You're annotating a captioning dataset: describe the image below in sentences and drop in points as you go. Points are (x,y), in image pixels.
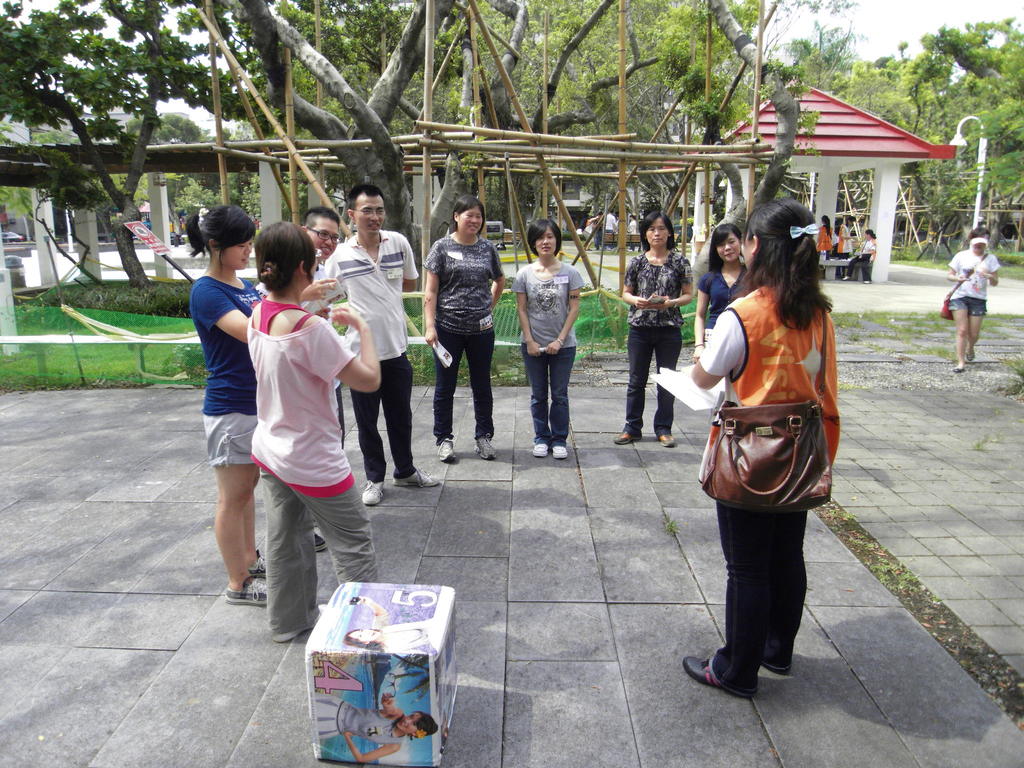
In this image we can see a group of people (381,326) are standing on the ground (843,286), there are trees (821,46), there are pillars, here is the carton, there are persons (850,256) sitting, there is the lamp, at above here is the sky (138,78).
